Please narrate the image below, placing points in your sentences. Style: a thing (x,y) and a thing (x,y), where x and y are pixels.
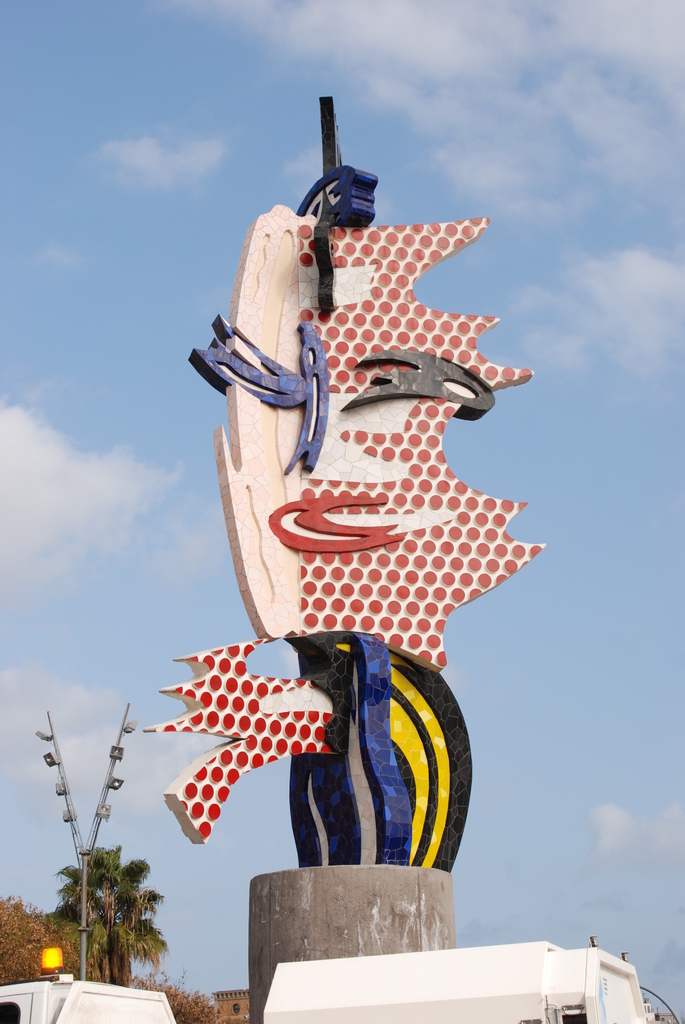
In the middle of this image (400,471), there is a statue (410,364) on a platform (360,881). Beside this statue (354,844), there is a white color vehicle (560,973) and lights (127,731) attached to a pole (119,735). In the background (97,945), there are trees (113,937) and there are clouds (465,12) in the sky (125,349).
